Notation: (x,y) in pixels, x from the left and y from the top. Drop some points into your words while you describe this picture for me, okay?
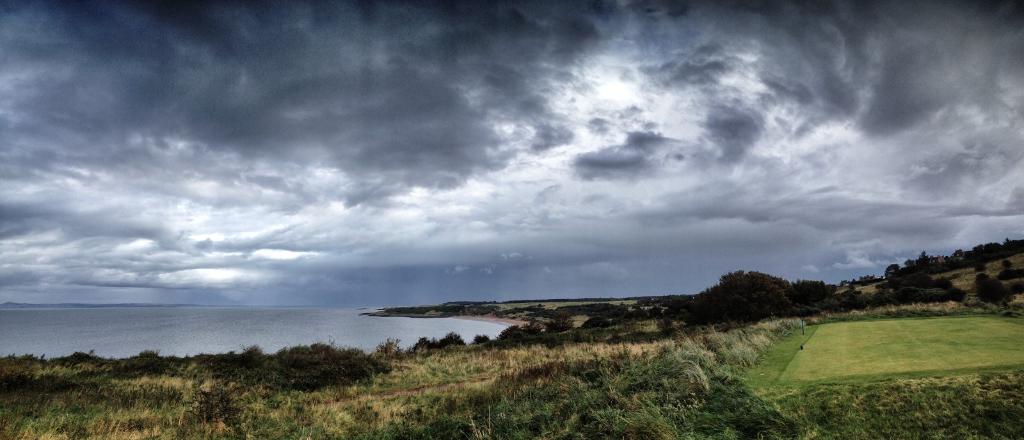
In the center of the image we can see trees (699,323), grass (716,350), ground (788,367) are present. On the left side of the image (189,338) water (232,339) is there. At the top of the image (627,119) clouds (665,196) are present in the sky (16,20).
